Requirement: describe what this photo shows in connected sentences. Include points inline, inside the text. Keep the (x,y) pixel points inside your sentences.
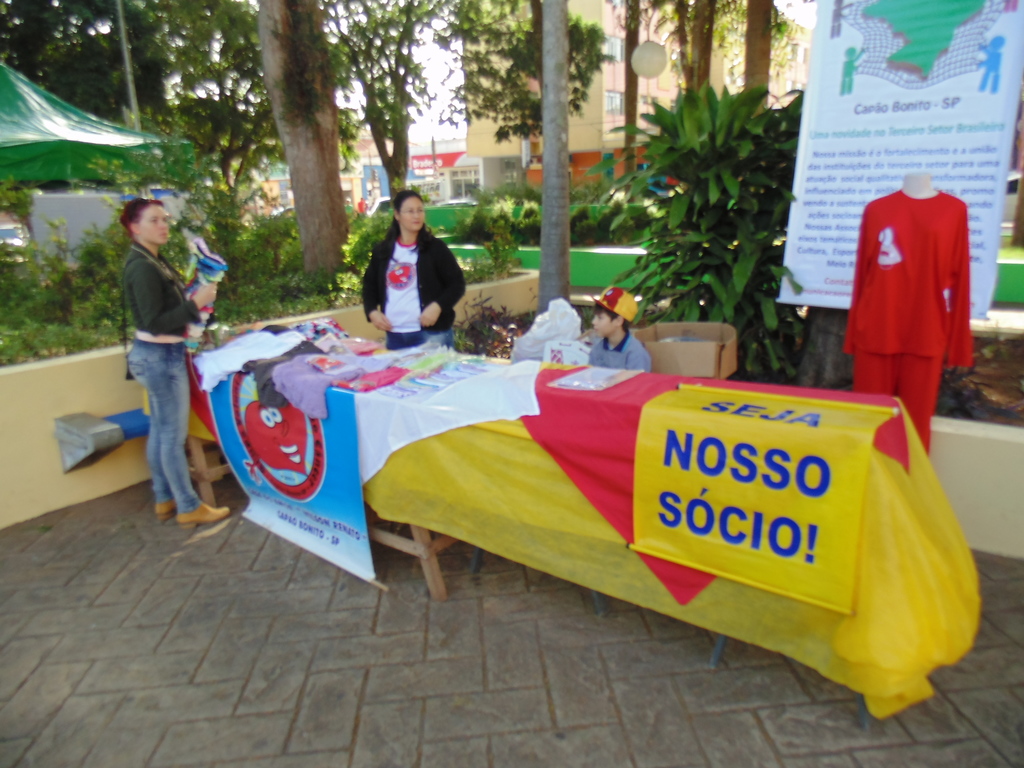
This image consists of two women (184,316) and a boy (615,359). At the bottom (338,648), there is a floor (234,620). In the front (427,470) there is a table (736,510), covered with cloth (473,448) and a banner (279,461), on which there are clothes (416,368) kept. In the background (552,103), there are many trees (300,165) and a building (588,163). To the right (898,235), there is a mannequin (912,195) along with a banner (968,184).
